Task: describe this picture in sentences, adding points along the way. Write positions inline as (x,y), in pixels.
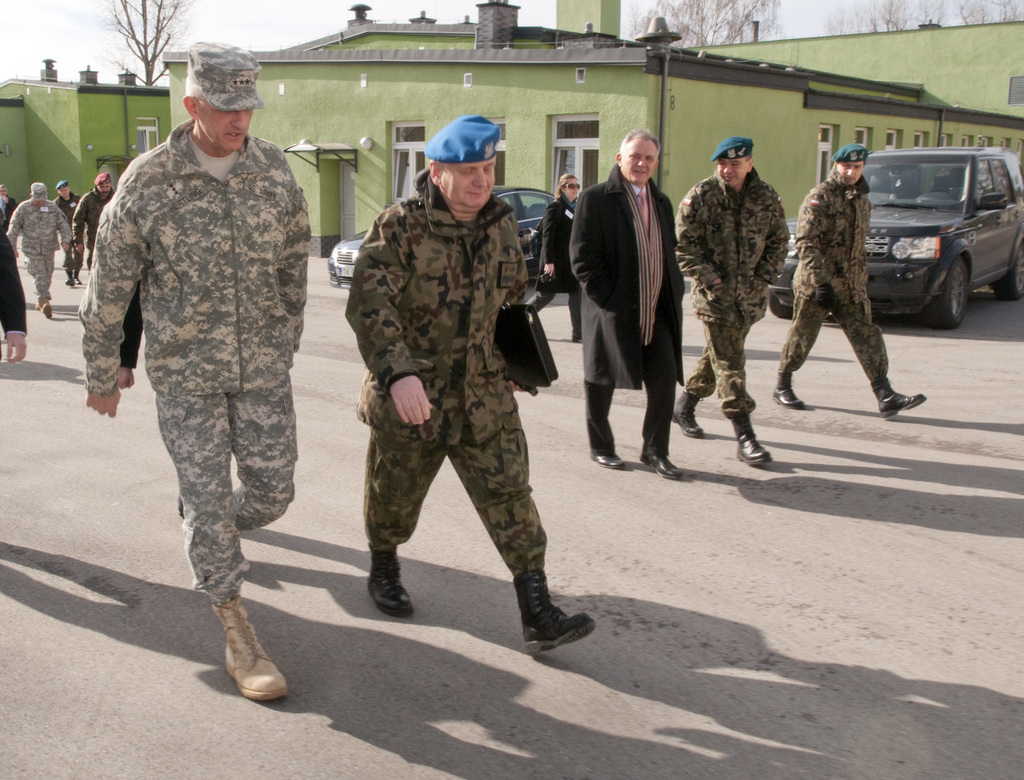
In this picture we can see some military men (246,260) wearing camouflage dress (433,272) walking on the road (626,467). Behind there is a green color house (568,108) and black color car (965,219) is parked.
